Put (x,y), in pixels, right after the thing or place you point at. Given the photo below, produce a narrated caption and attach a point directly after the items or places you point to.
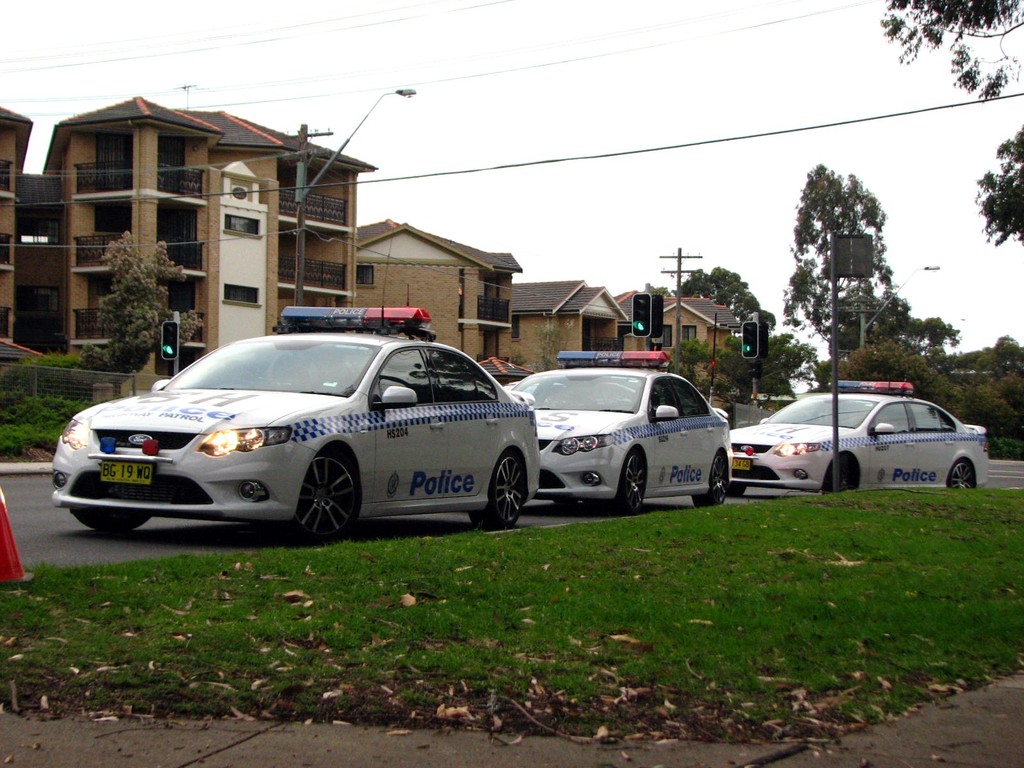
In the foreground (762,649) I can see grass (873,608) and three cars (797,421) on the road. In the background (978,355) I can see trees (123,352), fence (19,377), poles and buildings (88,174). At the top (520,112) I can see the sky (536,85) and wires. This image is taken may be during a day.
